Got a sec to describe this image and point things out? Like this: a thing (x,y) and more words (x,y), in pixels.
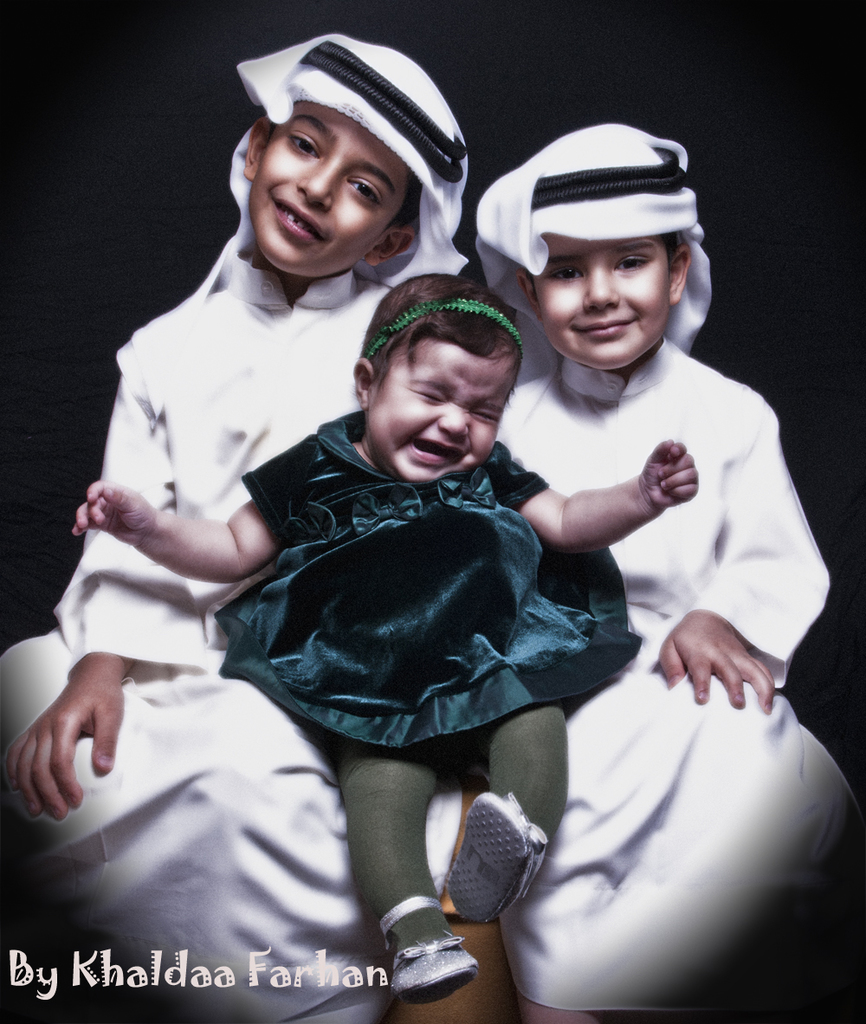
In this image, there are three persons (419,661). In the bottom left side of the image (81,970), I can see a watermark (320,981). There is a dark background (179,15).
